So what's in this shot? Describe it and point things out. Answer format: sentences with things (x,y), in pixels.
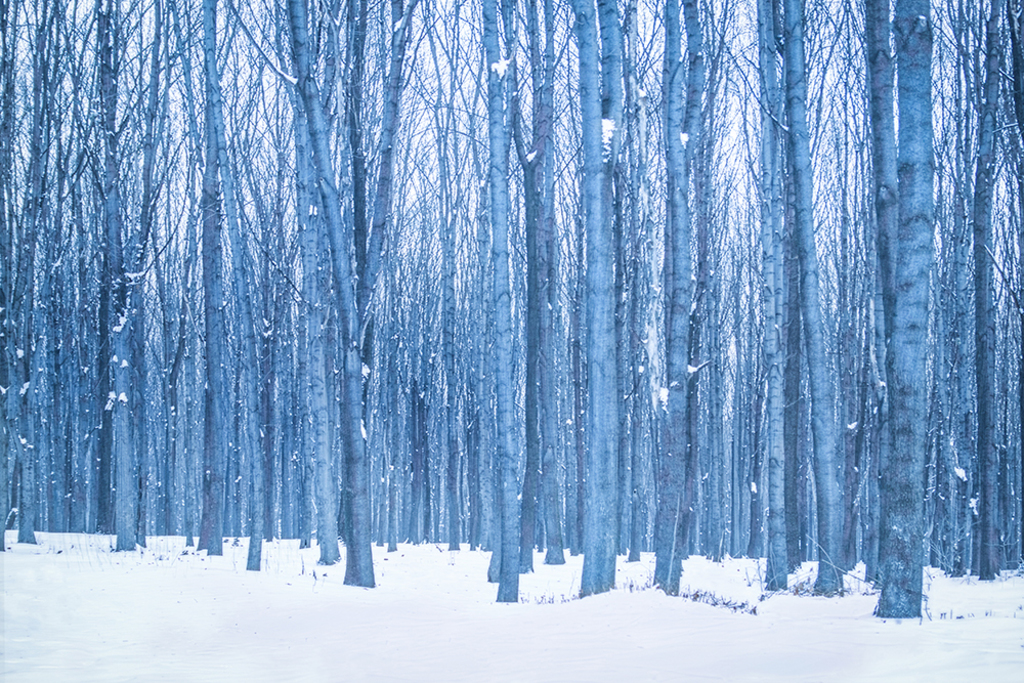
In this picture we can see some trees (122,232), it looks like snow (749,634) at the bottom (553,588).
